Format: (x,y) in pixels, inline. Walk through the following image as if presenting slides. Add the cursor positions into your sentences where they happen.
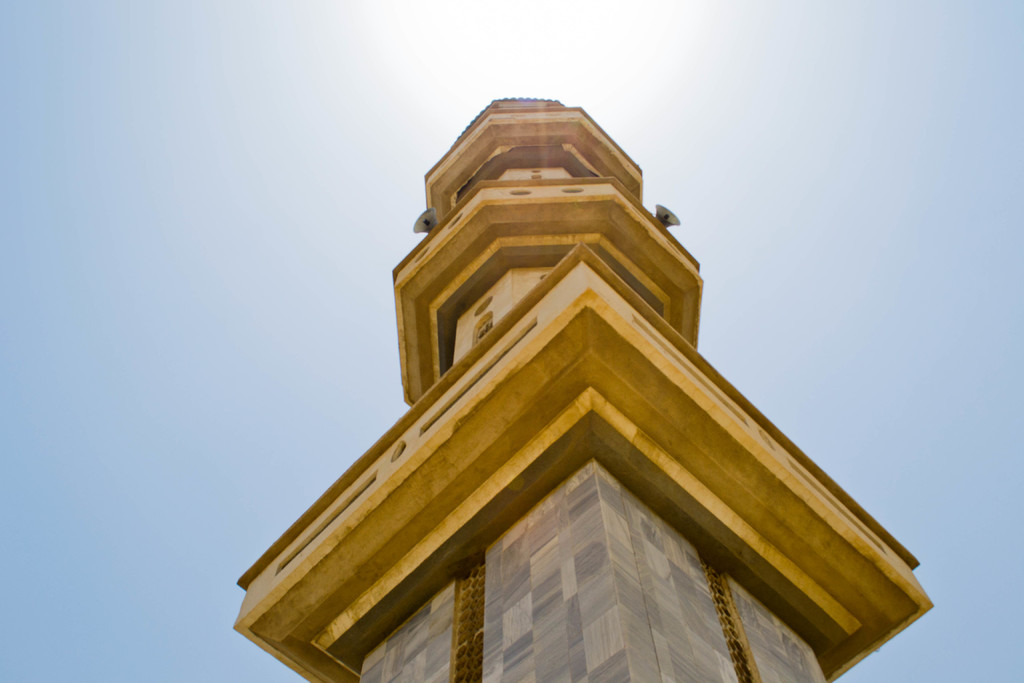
In this image I can see a building (596,415) in gold, brown, ash and cream color. The sky (149,363) is in blue and white color.
